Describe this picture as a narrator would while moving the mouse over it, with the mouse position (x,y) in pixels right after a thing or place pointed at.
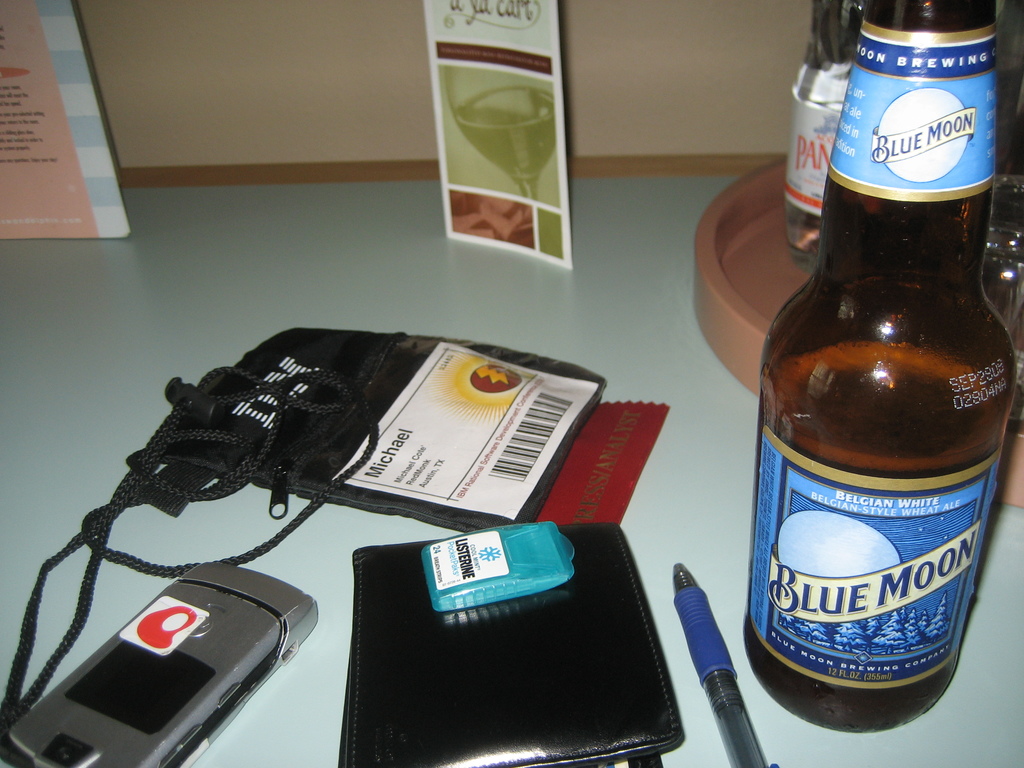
In the image we can see there is a table (37,642) on which there are bottles (843,502), pen (681,594), wallet (543,657), mobile phone (255,641) and id card (388,412).
